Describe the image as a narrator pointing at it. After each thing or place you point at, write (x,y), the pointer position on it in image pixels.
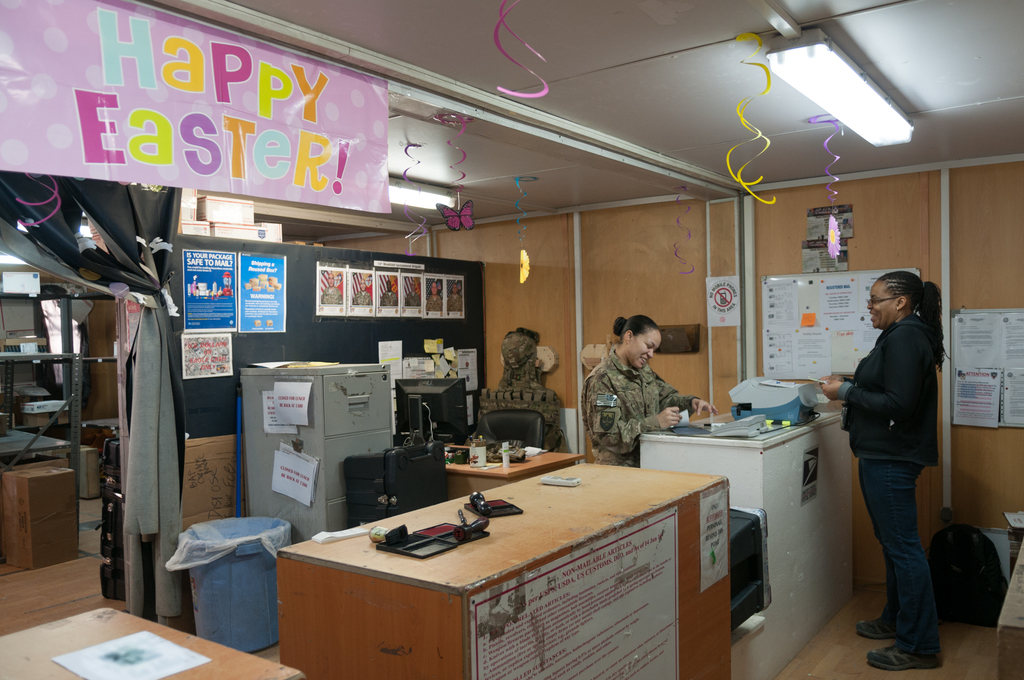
In this image, There is a table (404,563) which is in yellow color and in the right side (799,510) there is a white color counter (802,534) and there are some people (861,431) standing and in the background (646,270) there is brown color wooden walls (639,258) in the top (675,135) there is a white color roof (784,131).
